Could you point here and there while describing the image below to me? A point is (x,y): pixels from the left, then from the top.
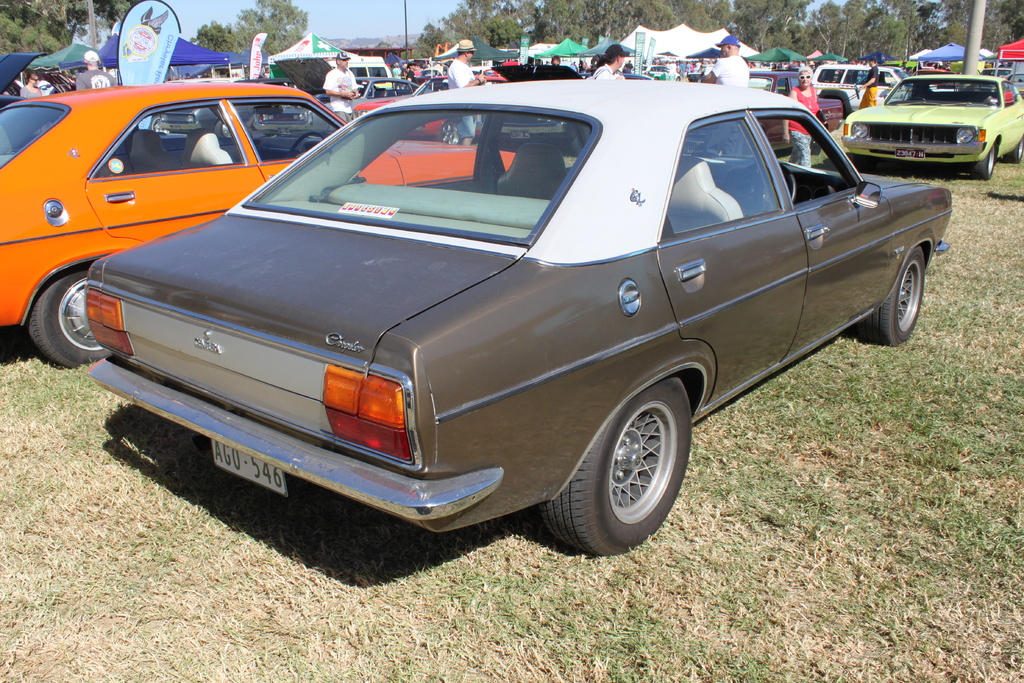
In this picture we can observe a car (463,366) parked on the ground (522,663) which is in brown and white color. Beside this car (436,296) there is an orange color car (95,192). We can observe some people (460,75) standing here, wearing white color T shirts (723,60). Some of them were wearing caps (737,43) on their heads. We can observe white and blue color tents (657,42). There are some cars (832,84) parked on the ground (966,179). On the right side (975,53) there is a pole (970,51). In the background (784,25) there are trees (497,25) and a sky (356,14).
